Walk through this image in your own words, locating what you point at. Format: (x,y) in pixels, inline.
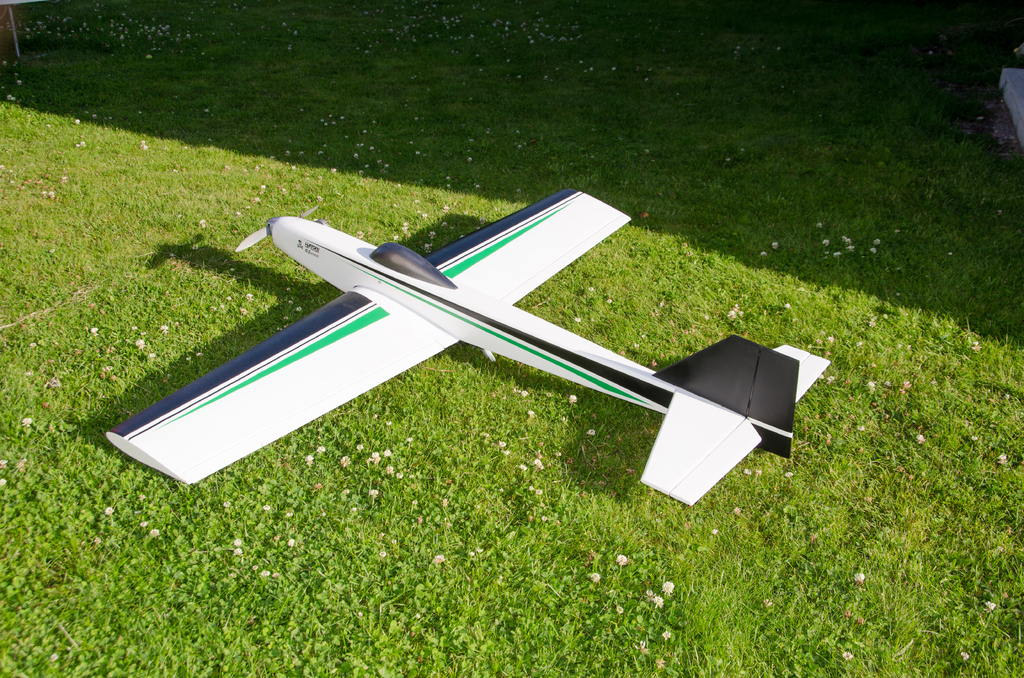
In this image there is a toy aircraft (467,340) on the ground (334,560). There is grass (697,140) on the ground (84,348). There are small flowers (652,600) on the ground (317,487).
